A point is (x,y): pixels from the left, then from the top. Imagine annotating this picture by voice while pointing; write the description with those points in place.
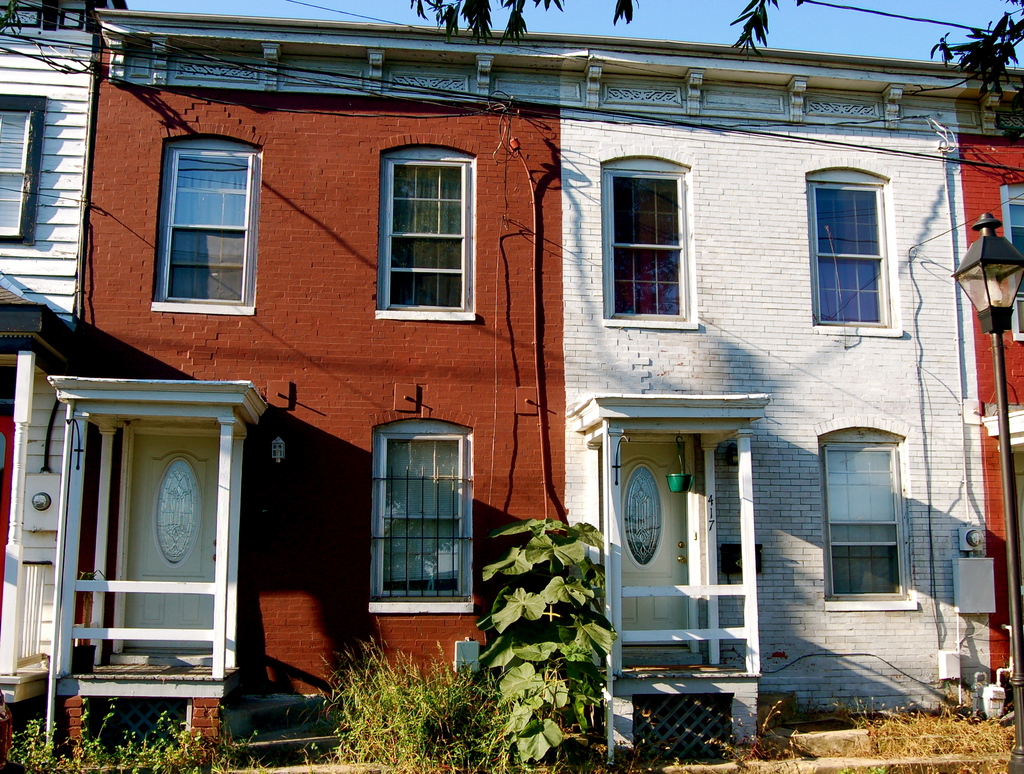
In the center of the image (490,474) there is a building (236,291) with windows (399,199). At the bottom of the image (536,718) there is grass (326,756) and plants (446,712). At the top of the image (680,34) there is sky (495,13) and tree leaves (754,24). To the left side of the image (206,549) there is a door (148,641). To the right side of the image (1013,594) there is a light pole (997,252).
